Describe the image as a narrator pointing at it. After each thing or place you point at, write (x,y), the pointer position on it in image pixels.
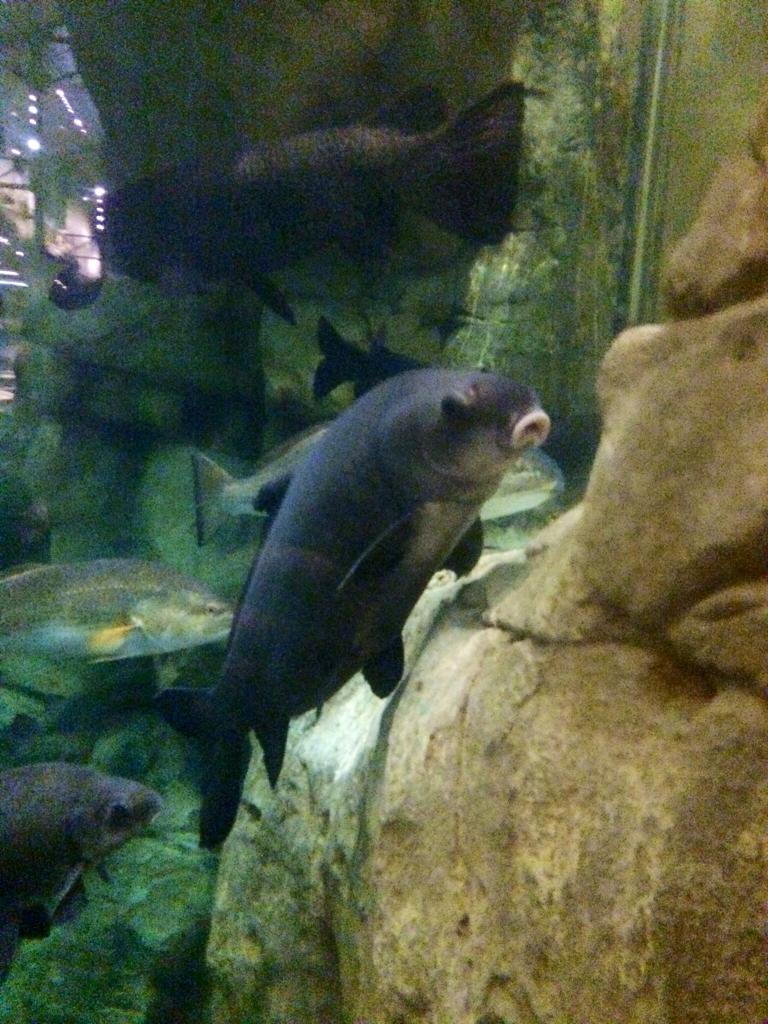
In this image we can see some fishes (204,693) which are in water (228,412) there are some stones (716,566) around it.
